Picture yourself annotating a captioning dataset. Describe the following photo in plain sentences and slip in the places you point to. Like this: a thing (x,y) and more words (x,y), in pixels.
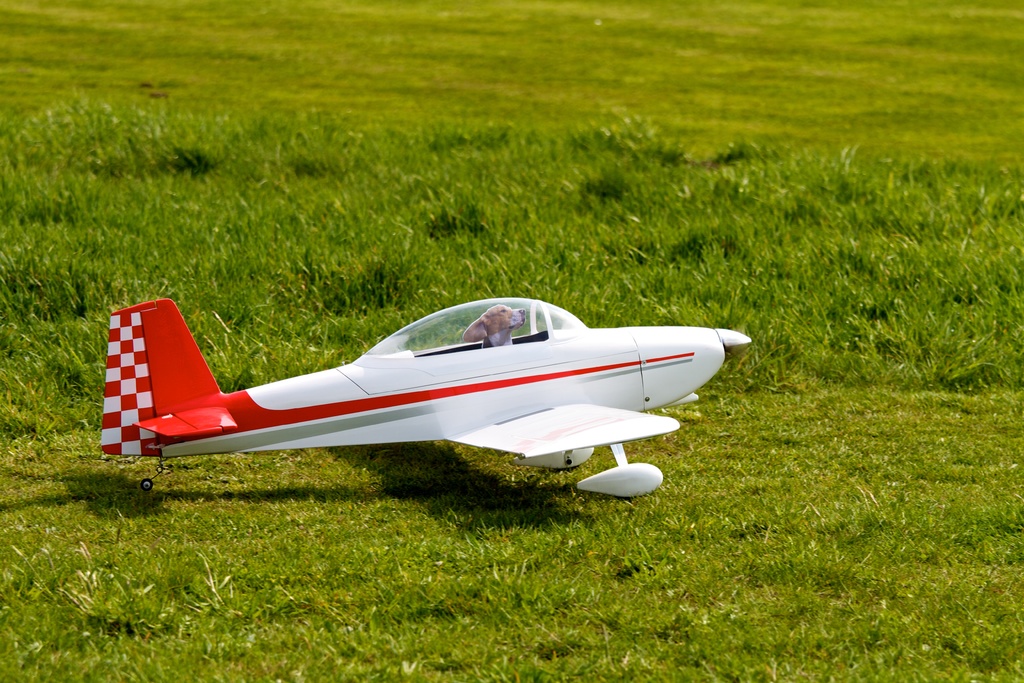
In this picture we can see an aircraft (606,332) on the grass (750,576). There is a dog (494,327) in this aircraft (446,418).
